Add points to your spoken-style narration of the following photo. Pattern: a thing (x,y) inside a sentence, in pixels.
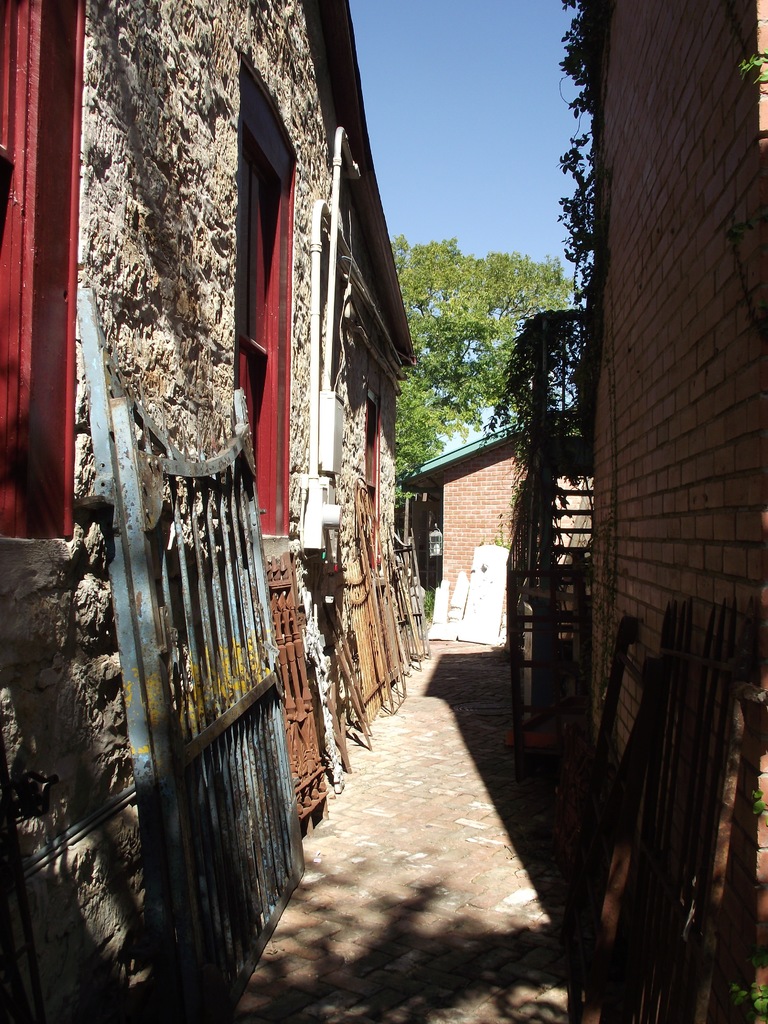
In this image we can see small street (499,690), on the left side of the image (161,382) there is a wall (155,359), on the left bottom of the image (235,710) there is a gate (223,760), in the background (427,397) we can see a tree (462,262) and sky (450,211), on the right side of the image (747,280) there is a brick wall (693,569).
